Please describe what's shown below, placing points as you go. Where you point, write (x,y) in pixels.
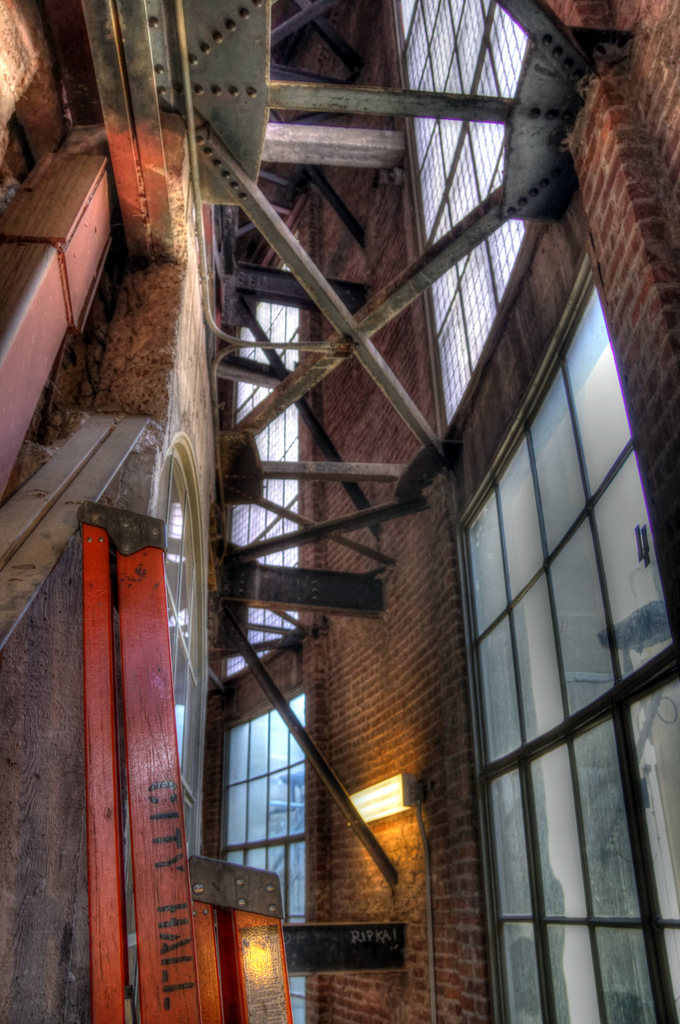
In the image we can see this is an internal structure (357,423) of the building (173,618), these are the windows (530,566) made up of glass (602,691), there are metal beams (219,176) and a light (384,799).
